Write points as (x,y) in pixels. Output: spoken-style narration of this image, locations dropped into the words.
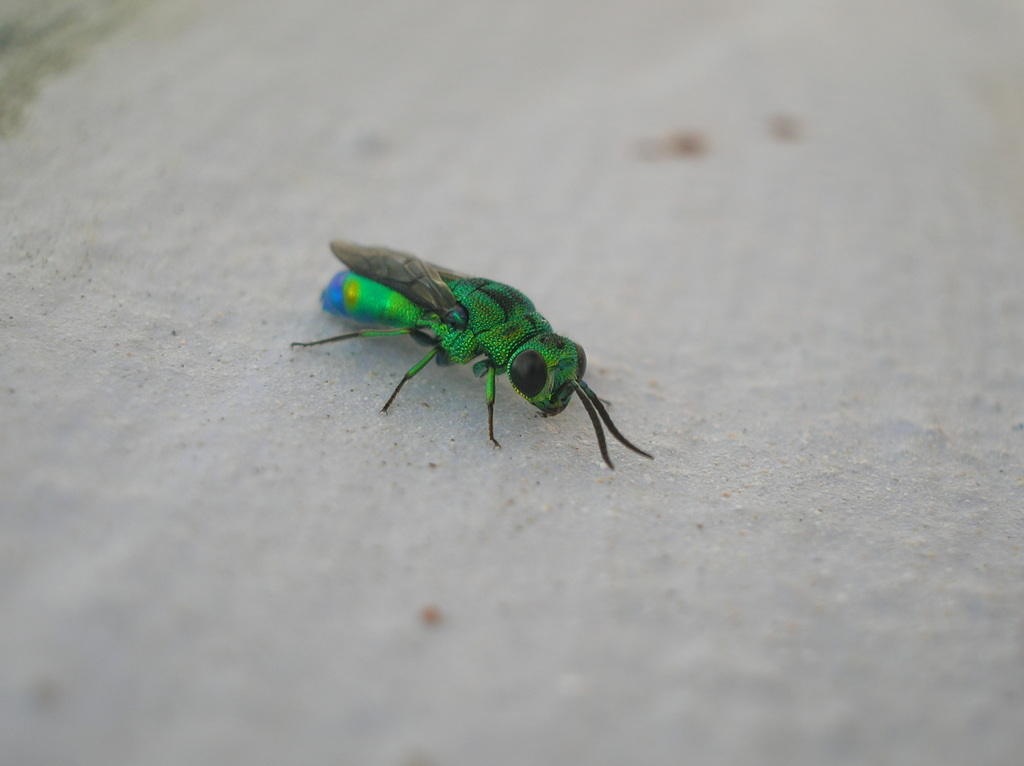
In this image I can see an insect (469,342) in which I can see green, blue and black color. I can also see the background (520,203) is white in color.
